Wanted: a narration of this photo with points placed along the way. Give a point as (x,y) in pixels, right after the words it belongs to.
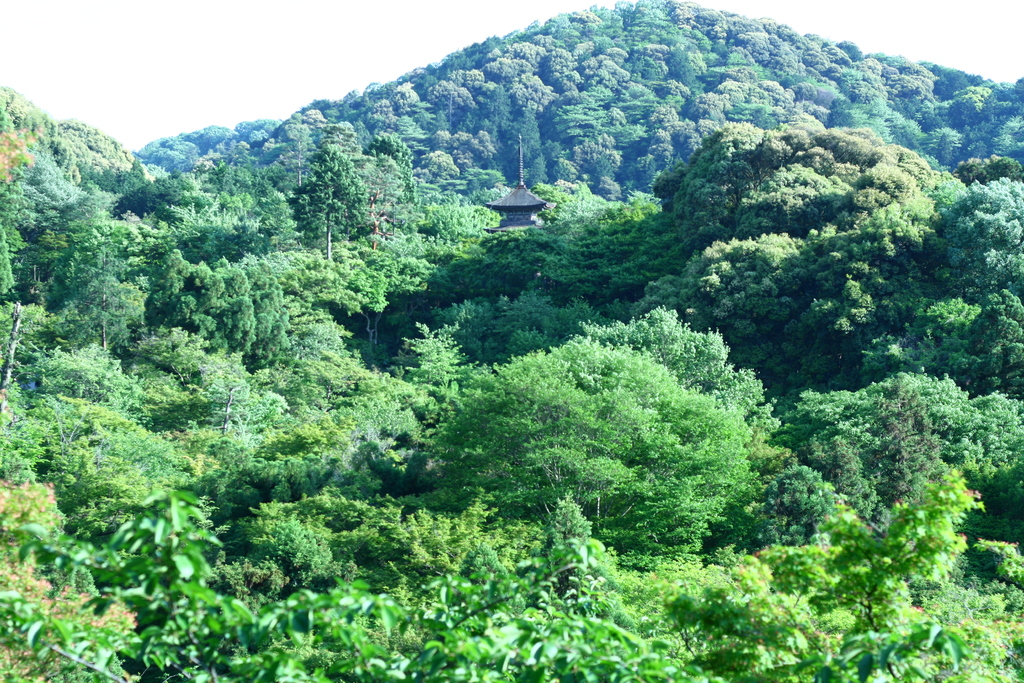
In this image, I can see the trees (306,219) with branches (556,314) and leaves (415,468). I think this is a hill (605,47). This looks like a building (537,215) with a spire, which is between the trees (503,240).
